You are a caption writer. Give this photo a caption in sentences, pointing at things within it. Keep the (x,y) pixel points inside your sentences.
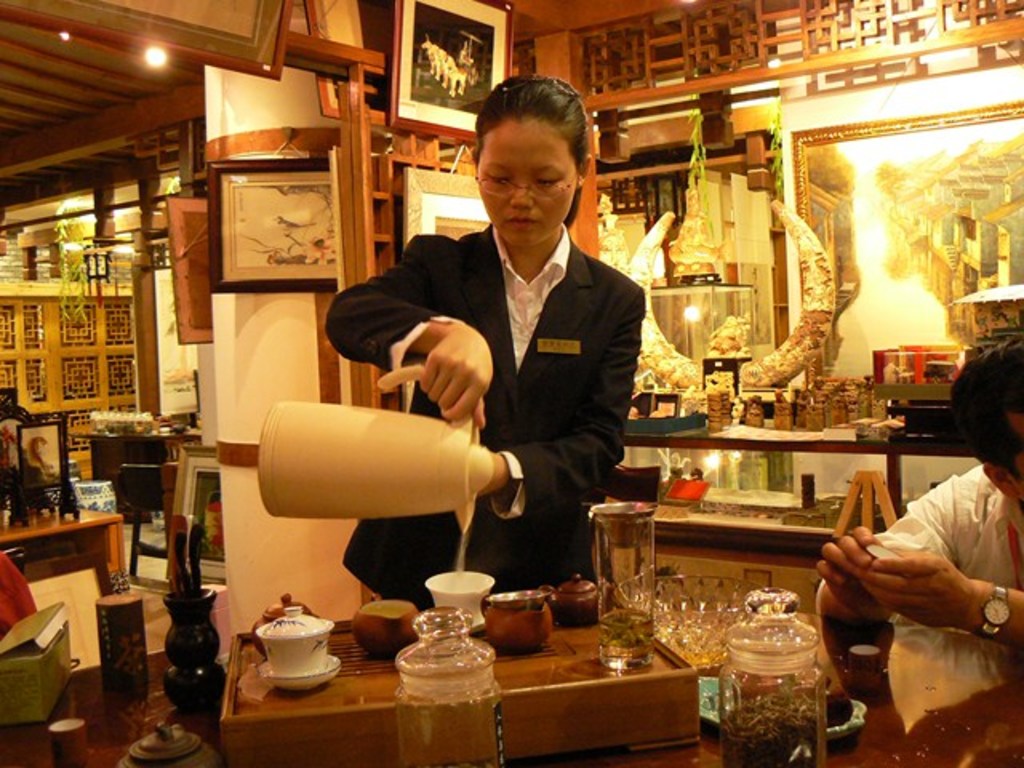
In this picture we can see women (489,167) wore spectacle (532,182), black color jacket (526,353) holding tea pot (428,446) pouring in that cup (467,576) and in front of her we can see table (373,657) and on table (382,716) we have glass jars (780,683) and some items (528,704) and beside this table (824,624) we have man (1019,554) sitting and in background (456,11) we can see frames (212,241), flower pot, wall (106,374), horns (805,327), light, boxes (53,616).
